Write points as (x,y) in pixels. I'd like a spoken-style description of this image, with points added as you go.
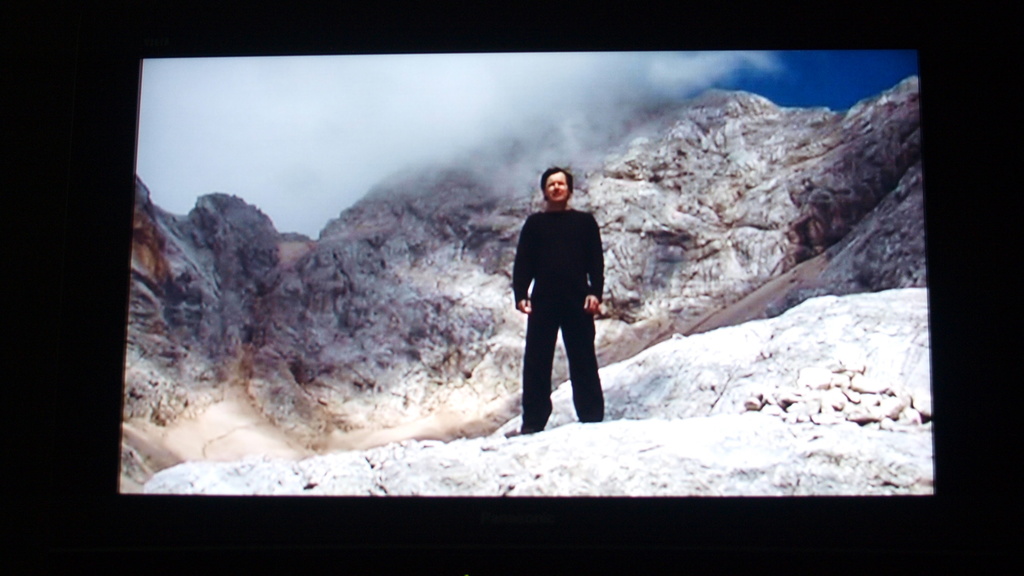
This is a screen (919,292) and in this screen (638,393) we can see a man (544,412) standing and in the background (412,306) we can see mountains (873,99), sky (658,87) with clouds (413,130).
